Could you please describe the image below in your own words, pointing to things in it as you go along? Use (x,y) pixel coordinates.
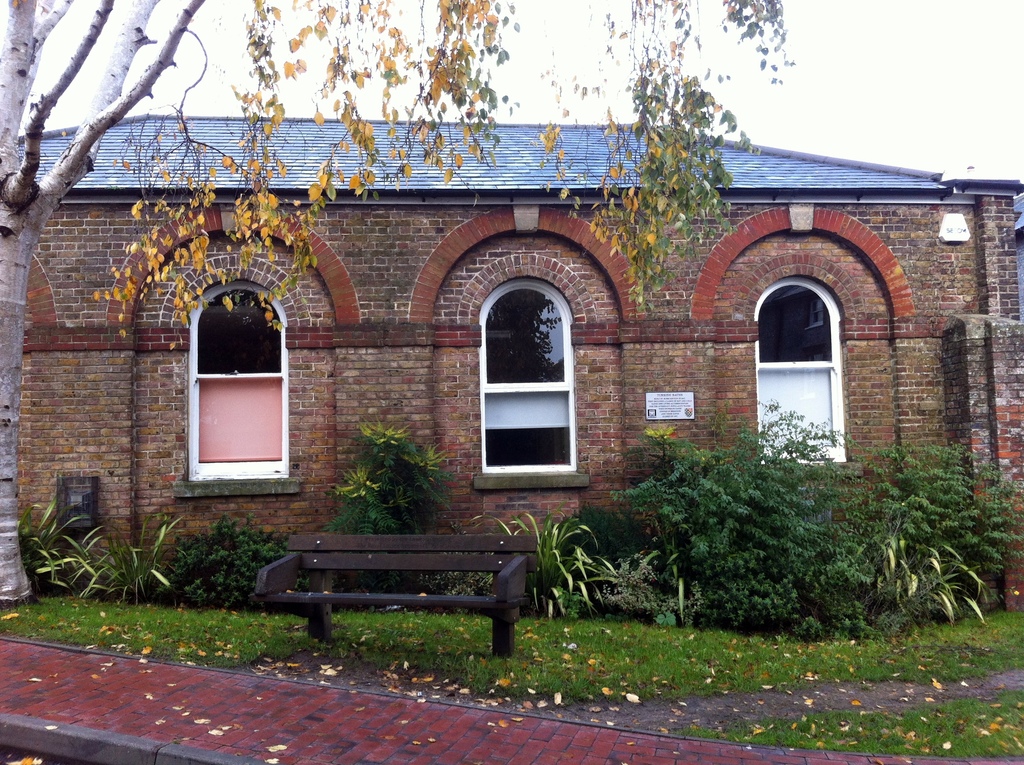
In this image we can see a building (324,377), there are some plants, leaves (147,259), windows (269,431) and grass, also we can see a tree (385,59) and bench (451,595), in the background (413,58), we can see the sky (399,70).
